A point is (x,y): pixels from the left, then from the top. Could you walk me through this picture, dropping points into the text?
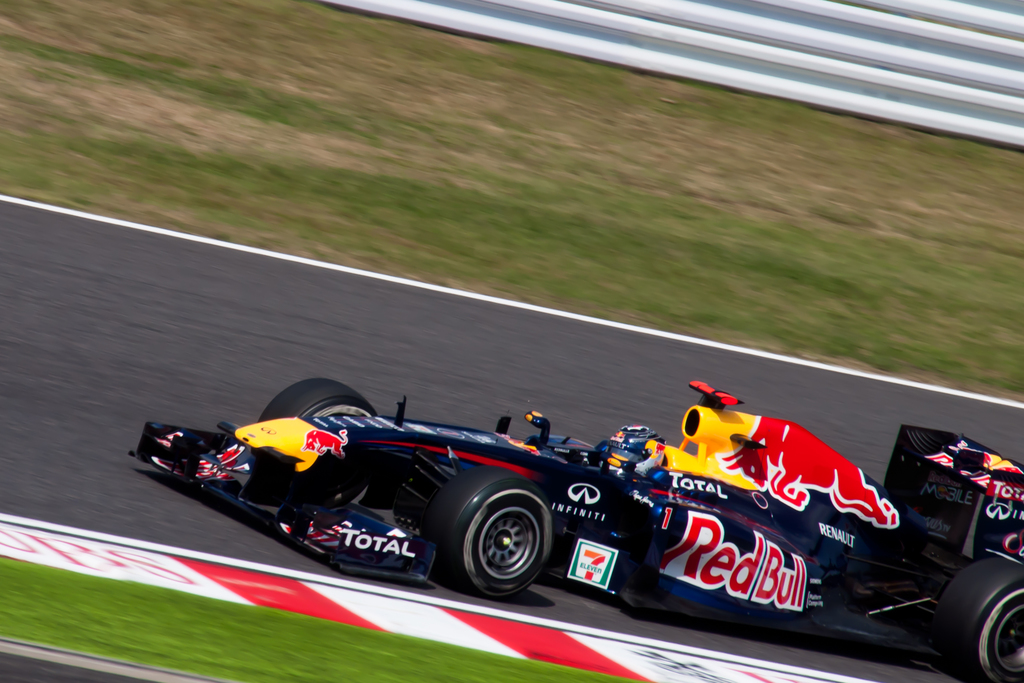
It's a racing car (669,543) which is in black color on the road (192,355).
